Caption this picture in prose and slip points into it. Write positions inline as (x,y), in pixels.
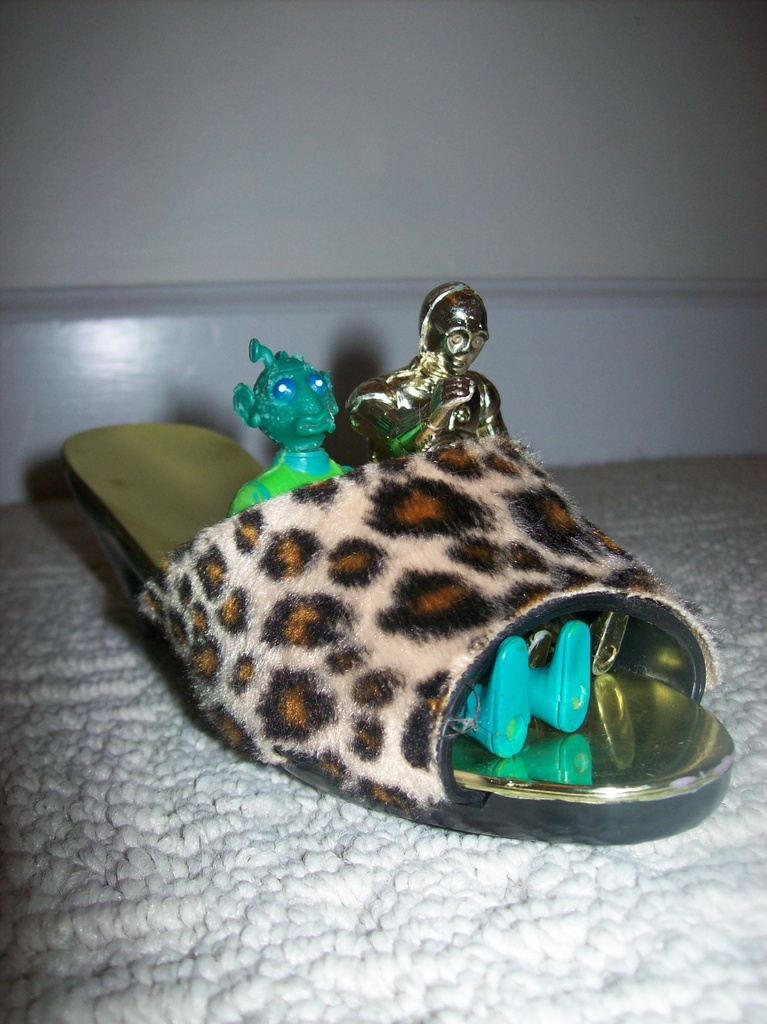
In this image we can see toys (570,655) on a footwear (284,722). The footwear (275,731) is placed on a white cloth (412,852). Behind the footwear (159,430) we can see a wall (228,289).
